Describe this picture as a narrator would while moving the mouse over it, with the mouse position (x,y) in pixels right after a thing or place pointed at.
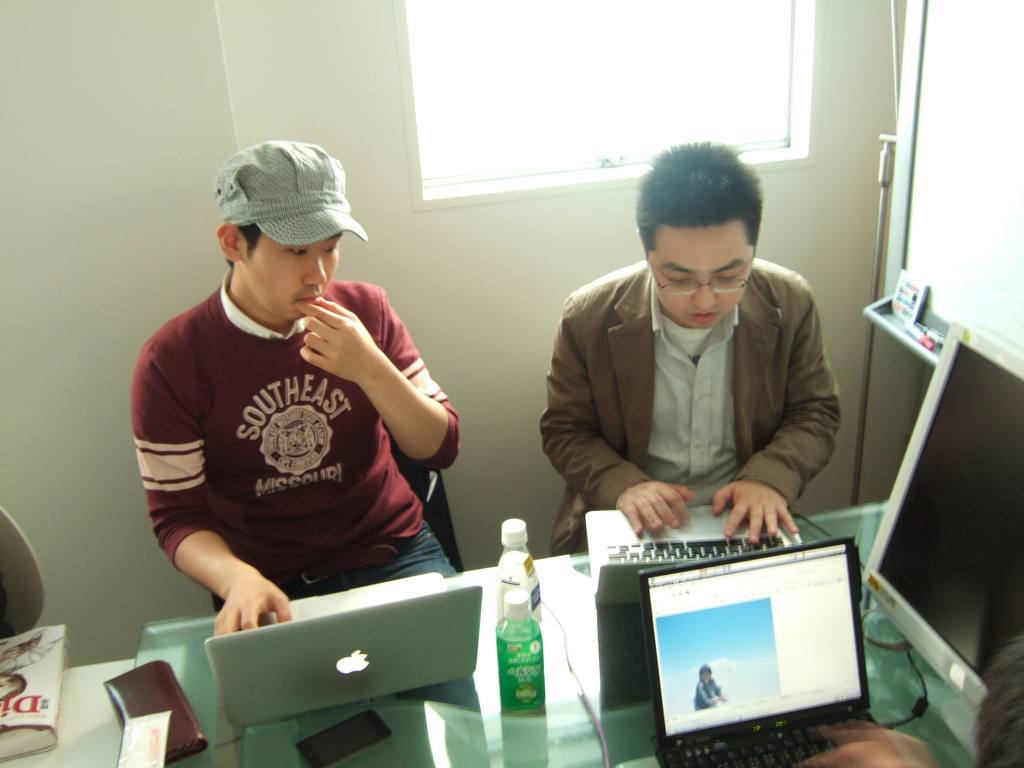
In this image i can see two man (787,392) sitting and working on a laptop (353,641), there are two bottles (507,652), a book (52,700) on a table (417,762) at the back ground (402,306) i can see a wall (456,258) and a window (493,62).
